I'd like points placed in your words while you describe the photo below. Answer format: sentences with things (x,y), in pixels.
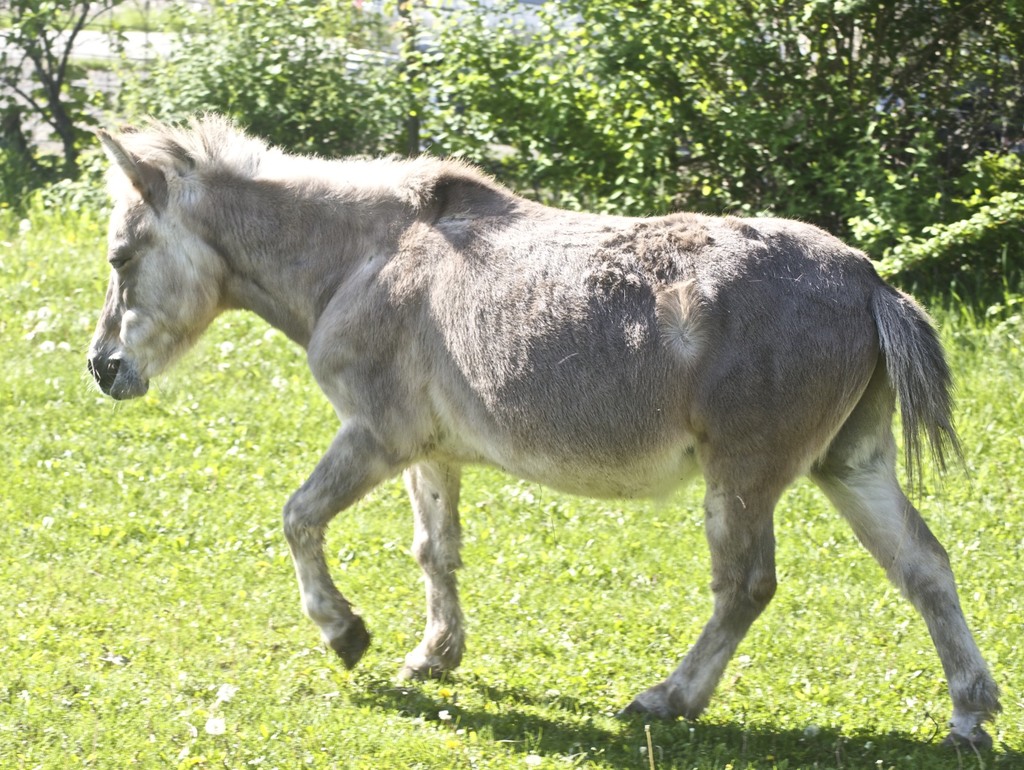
In this image, I can see a donkey (761,496) walking. Here is the grass (163,517). These are the trees (702,93) with branches (51,88) and leaves (66,88).
